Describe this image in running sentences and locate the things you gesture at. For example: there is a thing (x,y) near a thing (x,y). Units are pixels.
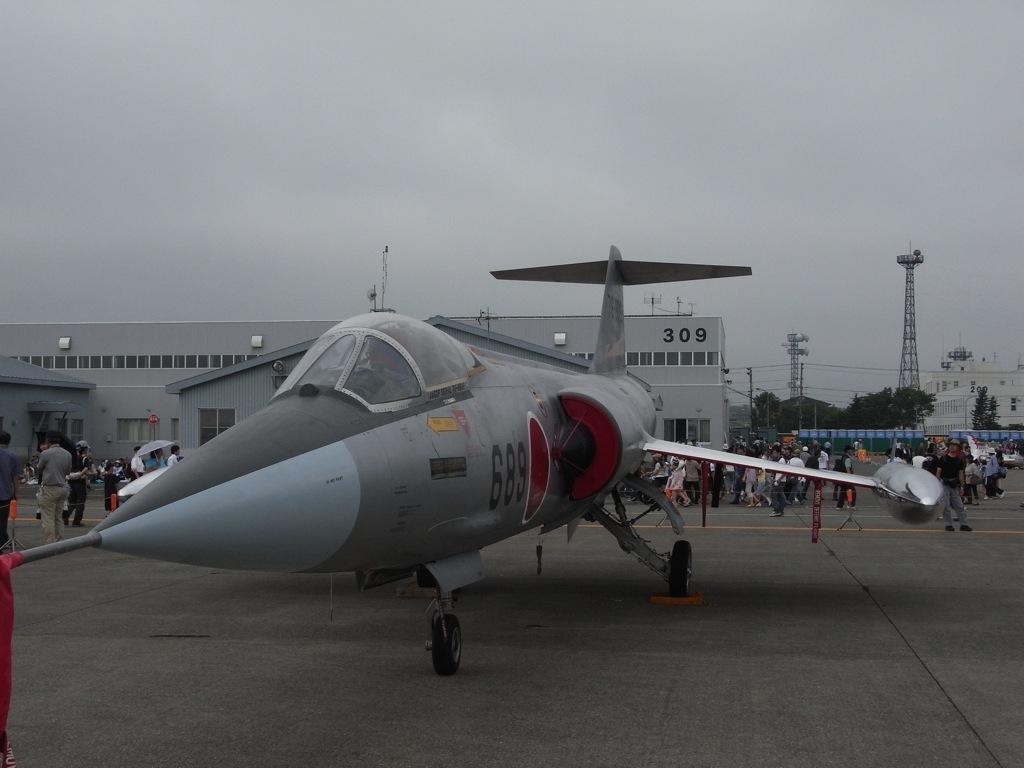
In the picture we can see an aircraft (632,485) which is placed on the path (384,683) and in the background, we can see many people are walking and behind them, we can see a building (93,428) and beside it, we can see some trees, towers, and some other buildings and behind it we can see a sky (390,186).
